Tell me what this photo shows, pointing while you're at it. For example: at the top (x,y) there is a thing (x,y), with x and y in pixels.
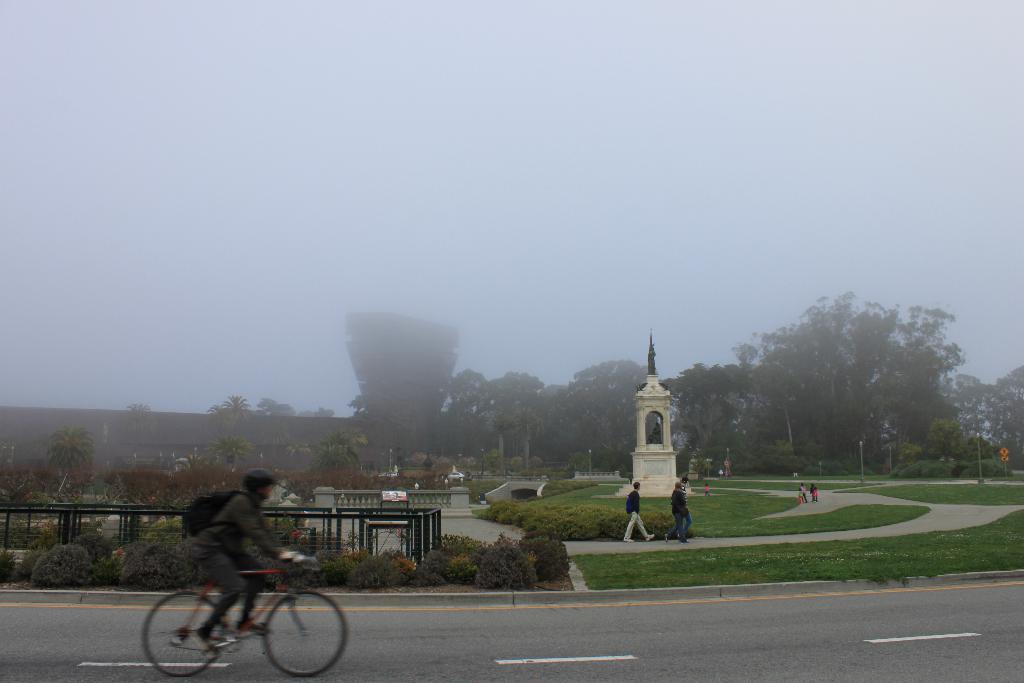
In this picture there is a man (193,522) who is riding a bicycle (285,568) on the road (765,647) and the some people (673,529) walking in the walkway (812,503) and there are some plants (506,571), grass (731,573), small monument (634,451), trees (772,366) and the sky (254,145) is a bit foggy.
